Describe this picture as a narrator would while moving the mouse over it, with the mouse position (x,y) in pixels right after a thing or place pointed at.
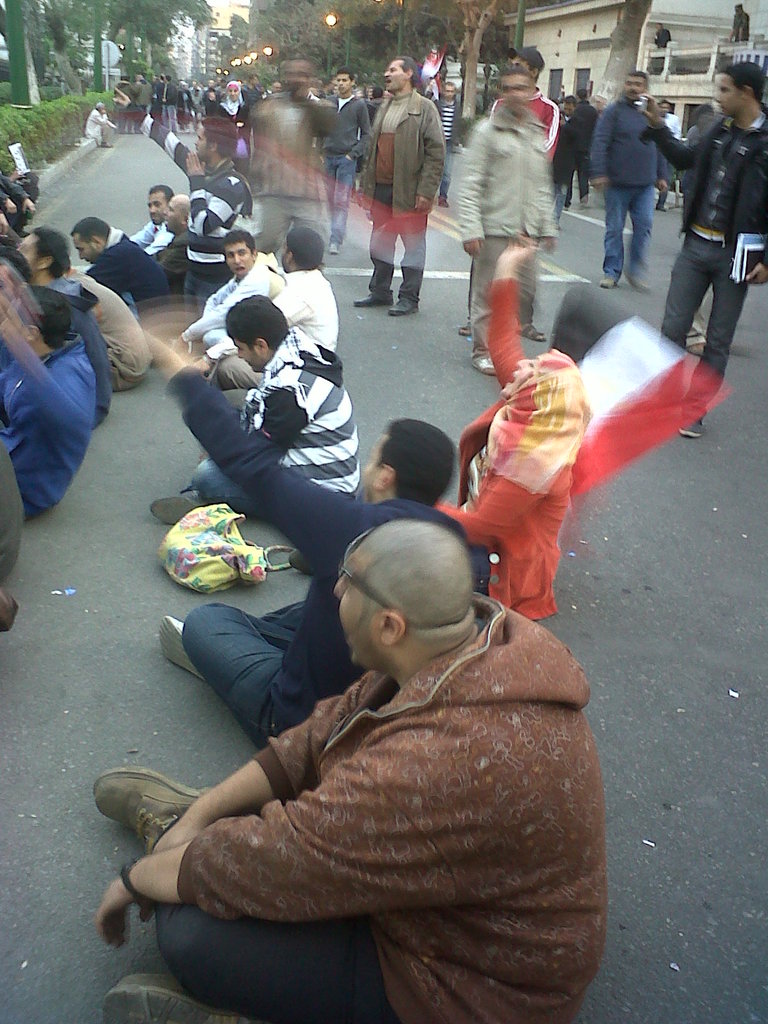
In this image we can see group of persons (204,493) sitting and some are standing on road (439,319), holding some flags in their hands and in the background of image (340,58) there are some trees (321,18), lights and clear sky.
